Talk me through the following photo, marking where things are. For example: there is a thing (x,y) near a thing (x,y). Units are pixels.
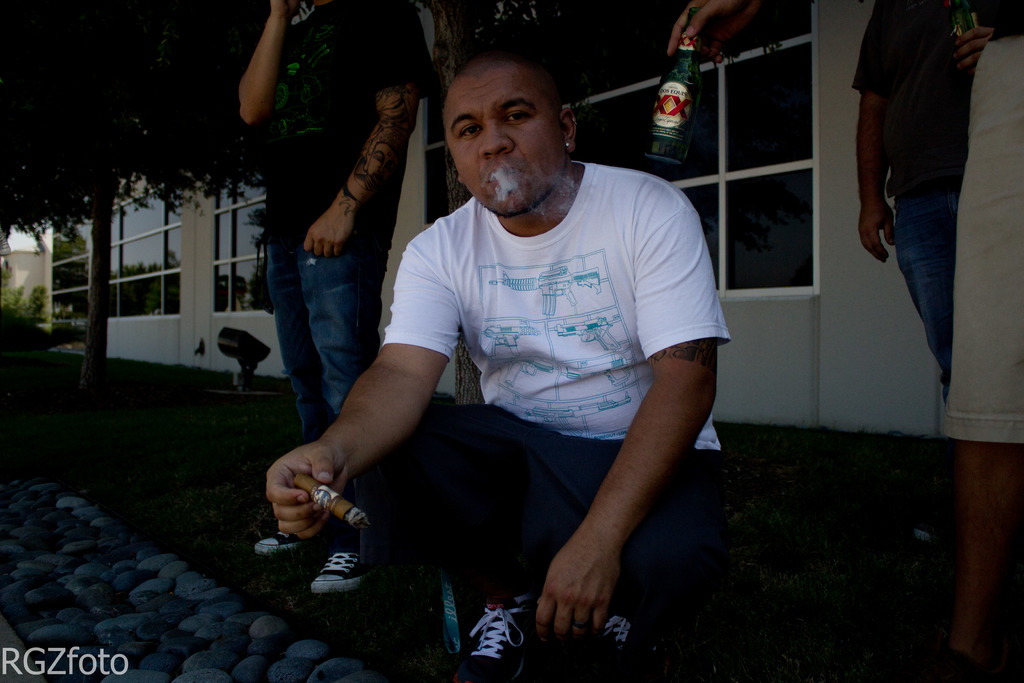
In this image a person (545,315) is sitting on the grassland (387,584). He is holding a cigar (316,483) in his hand (304,492). Beside him there is a person (285,317) standing on the grass land (91,417) having a tree (80,223) and few plants (15,306). Right side (1009,452) a person (874,124) is standing. Top of the image (687,33) where I can see a person's hand (729,2) holding a bottle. Background (735,171) there is a building (833,304). Left bottom there is a cobblestone path (138,601).
